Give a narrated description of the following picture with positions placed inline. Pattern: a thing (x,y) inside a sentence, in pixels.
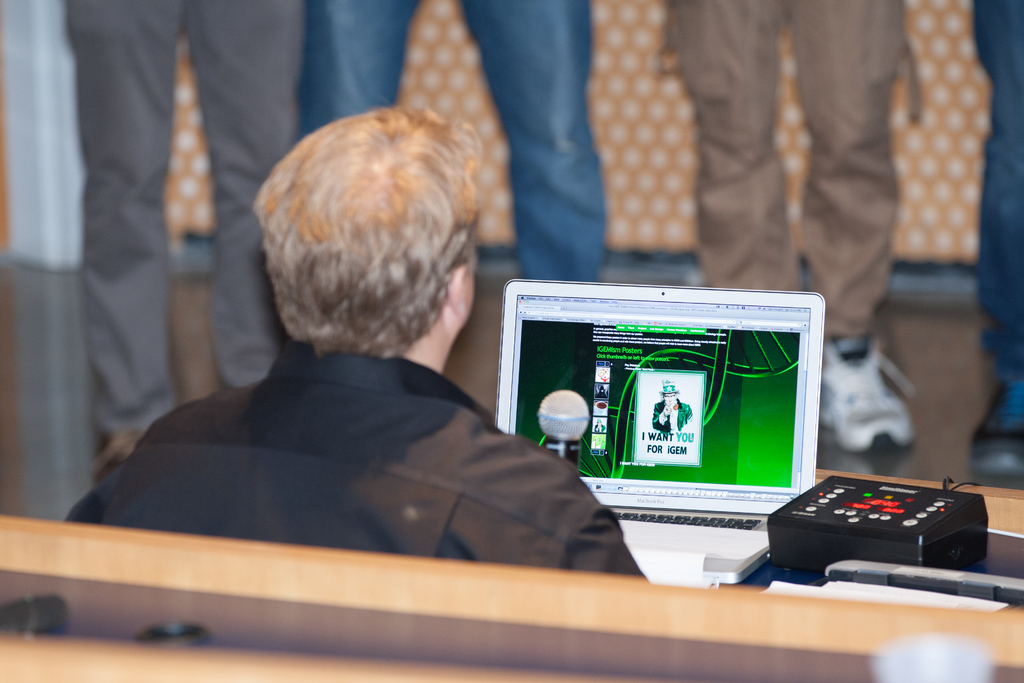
In this image we can see the person (488,481) sitting and in front of him there is the laptop (697,415) and mic (560,432) and on the side there is the meter box (914,560) and papers (834,591). And at the back (898,0) there is the wood (328,601) and there are people (235,99) standing. And at the back (961,182) it looks like a cloth (905,138).
